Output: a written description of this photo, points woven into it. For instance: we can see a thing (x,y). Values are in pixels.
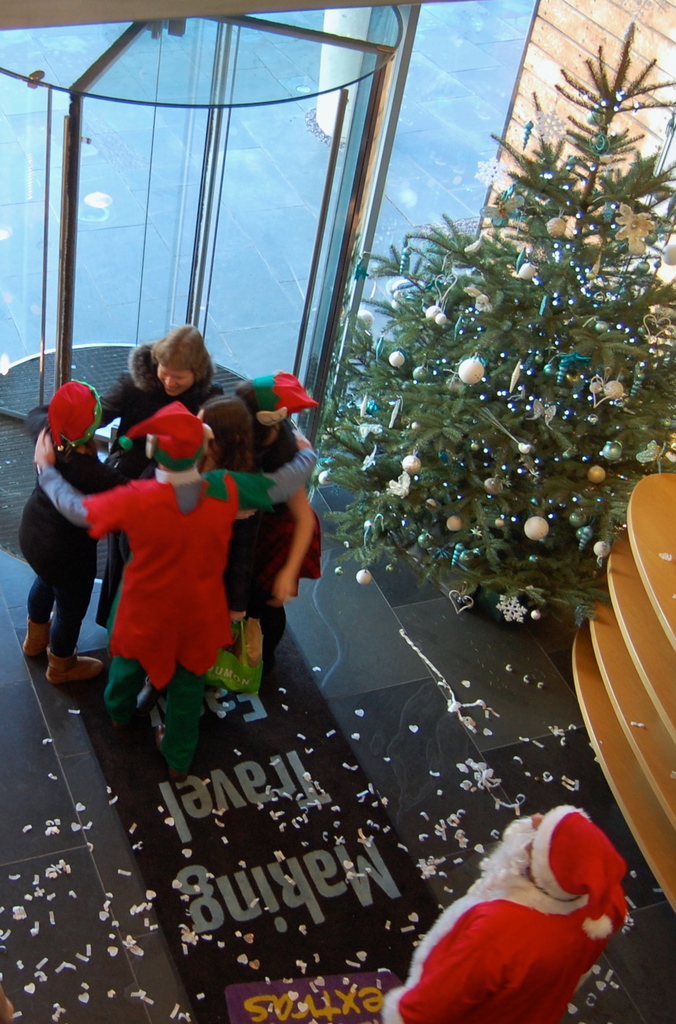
In the picture we can see some people (69,597) on the floor (567,778) wearing a Santa dress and dancing and besides to them, we can see a glass wall (150,268) and a Christmas tree (569,289) and a desk (663,864) and a Santa claus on the floor (441,815).
